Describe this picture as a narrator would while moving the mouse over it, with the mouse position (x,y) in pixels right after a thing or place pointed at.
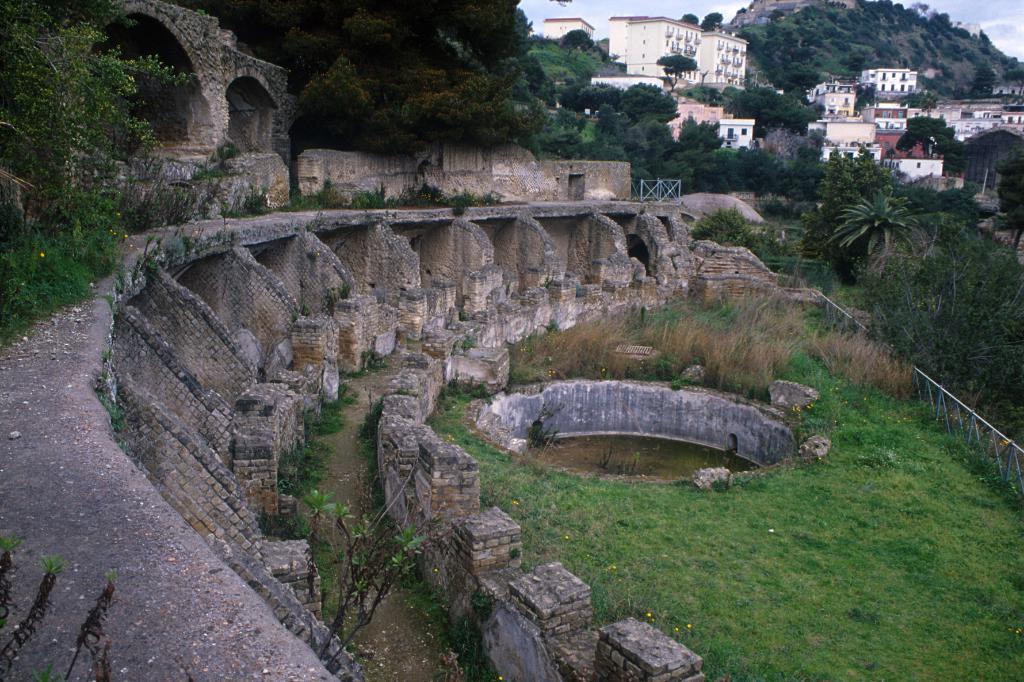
In this image we can see an ancient stone ruin (252,326) there is pool (602,421) in the middle of the image (644,396) there are some trees (370,109) on left of the image (312,88) and in the background of the image (808,43) there are some houses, mountains (855,49) and cloudy sky (1010,15).
